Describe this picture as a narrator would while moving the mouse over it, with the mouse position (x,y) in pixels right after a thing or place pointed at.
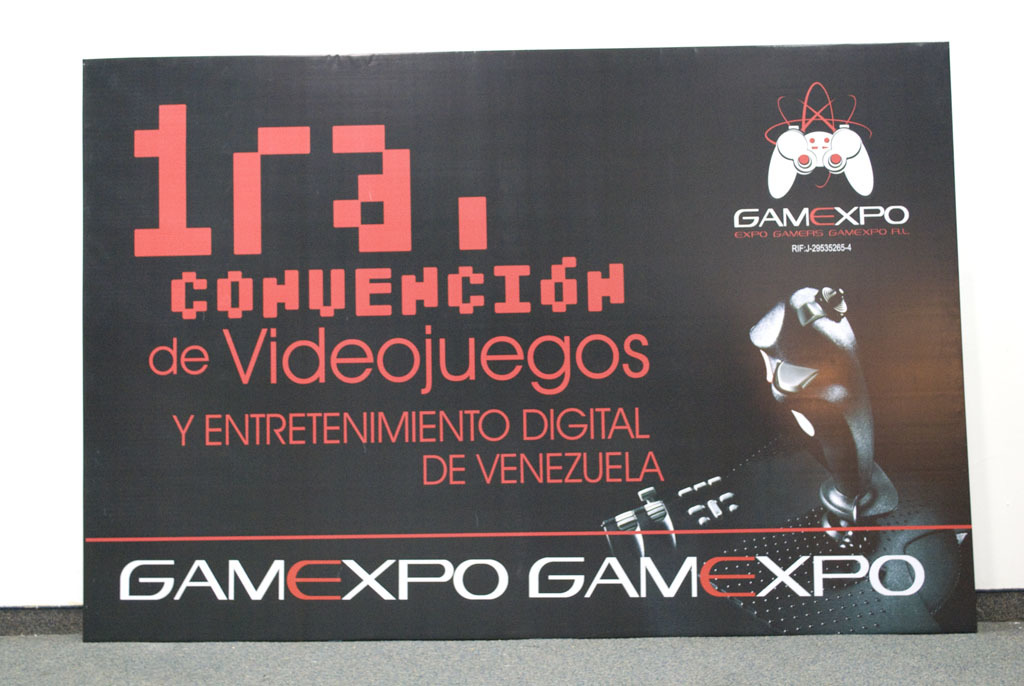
In the image in the center (429,237) we can see one banner (346,236), On banner (346,236), it is written as "Game Expo". In the background (1020,77) there is a wall (681,23).
